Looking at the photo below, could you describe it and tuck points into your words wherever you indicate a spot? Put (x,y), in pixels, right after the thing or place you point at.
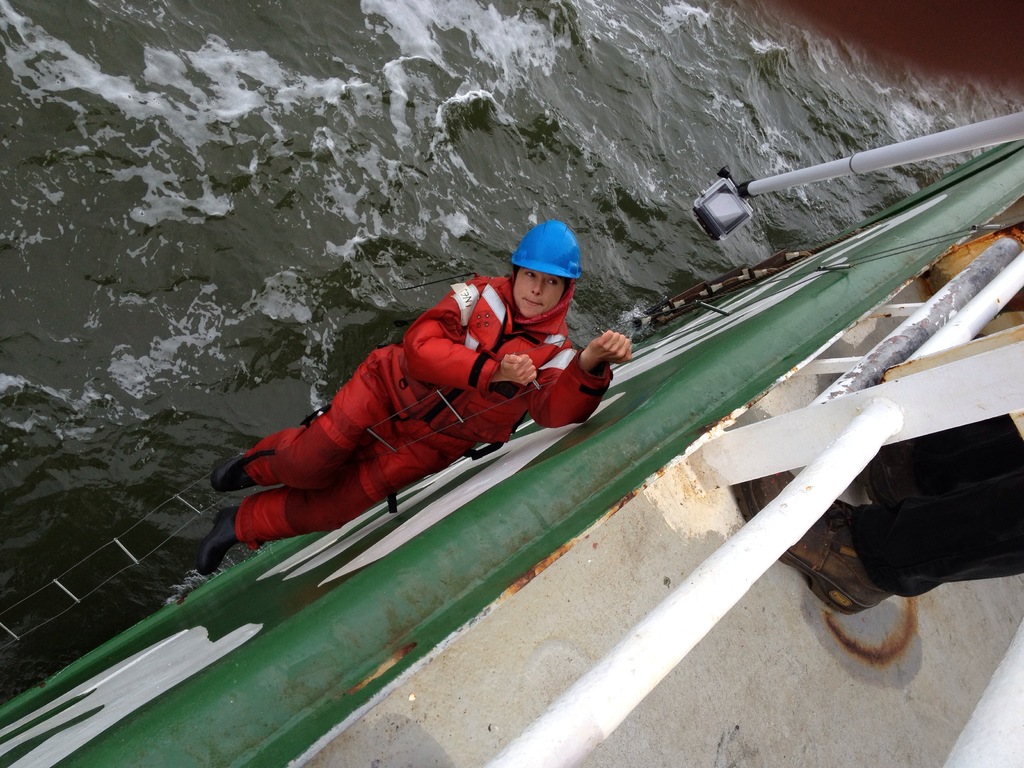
In this picture there is a woman (348,463) who is wearing red jacket (497,359), helmet (560,260) and she is hanging with the rope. On the right (819,254) we can see the ship (480,693). Here we can see a man (952,535) who is standing on the ship (755,603). At the top (806,137) there is a water (417,104).
